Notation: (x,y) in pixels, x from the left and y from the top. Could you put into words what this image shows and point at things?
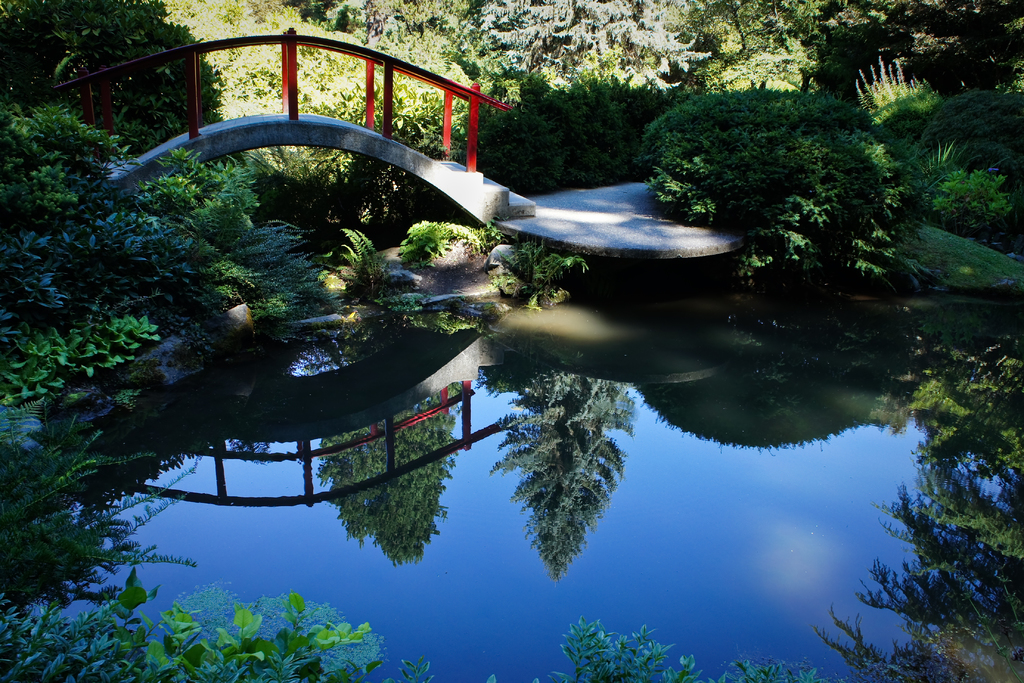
In this image in the front (514,481) there is water (519,453) and there are leaves (199,628). In the center (503,229) there are plants (629,176) and there is a bridge (202,155). In the background (497,68) there are trees (676,42).
